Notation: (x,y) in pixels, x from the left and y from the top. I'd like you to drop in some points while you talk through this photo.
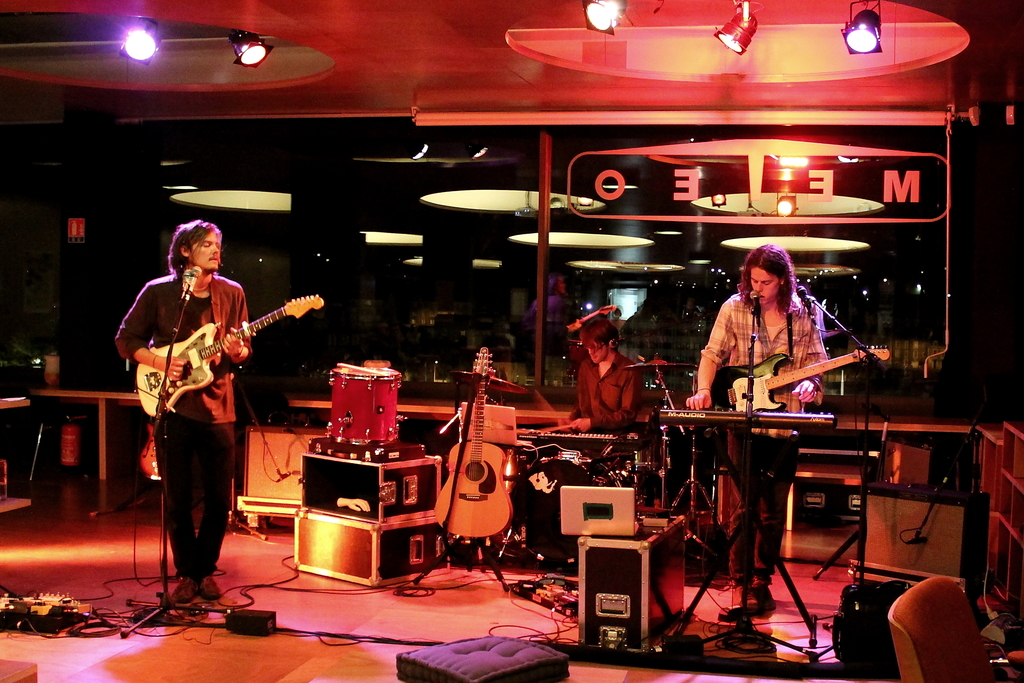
In this image I can see three people (593,377) where two of them are standing and holding guitars (761,378) and one is sitting. I can also see few more musical instruments (608,458), boxes (387,560), mics (814,304) and few lights (584,4).
